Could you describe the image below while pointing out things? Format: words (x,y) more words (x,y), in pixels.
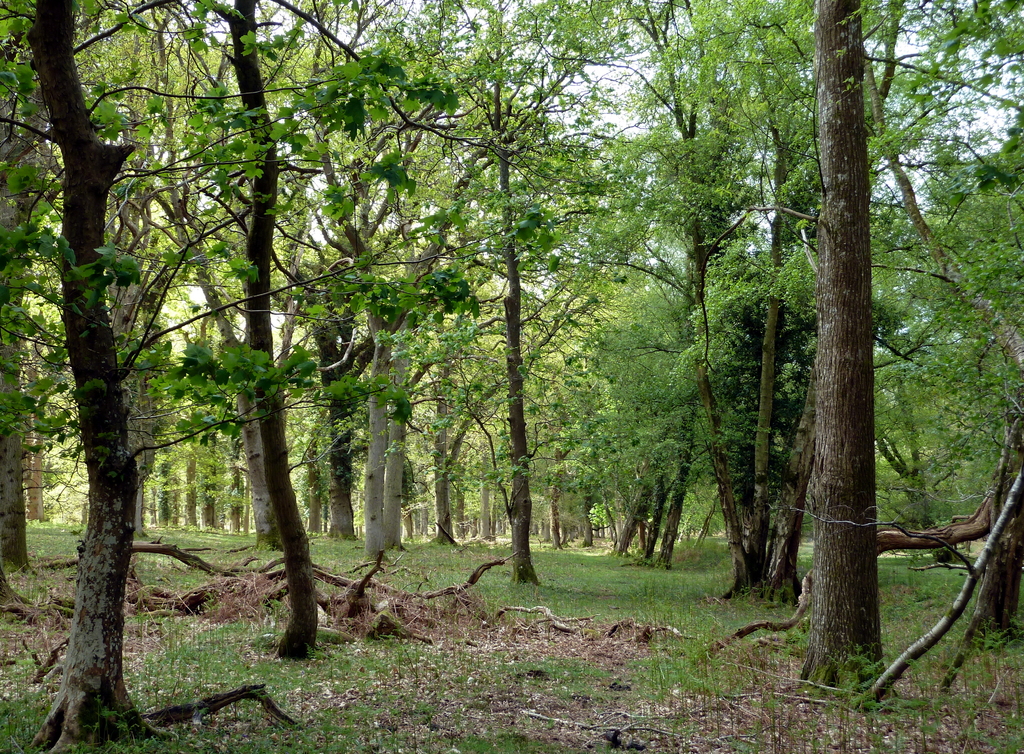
In this image we can see so many trees (467,411) on the grassy land (488,668). Behind the trees (814,671), there is the white color sky (383,225).
